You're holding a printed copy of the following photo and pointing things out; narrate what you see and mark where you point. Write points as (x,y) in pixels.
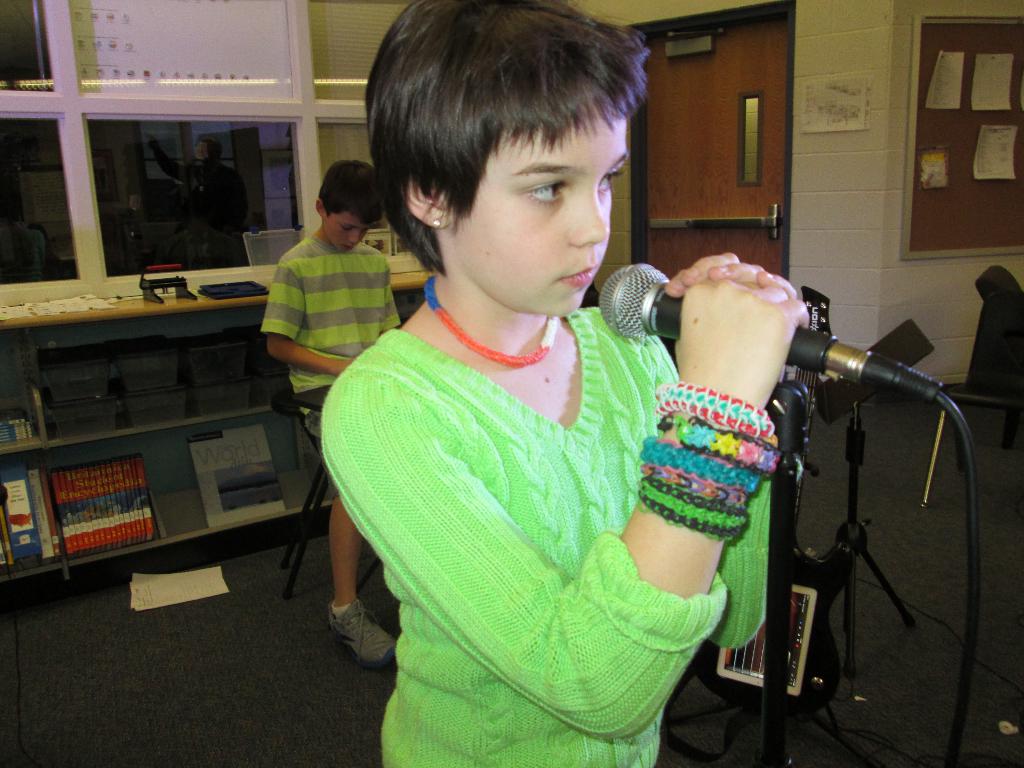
In this picture we can see a person (494,457) in green dress (549,445) holding a mic (630,328) and behind there is a boy (334,291) sitting on the stool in front of the table (101,326) on which there are some papers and shelf (90,333) in which some things (210,371) are placed and behind there is a notice board (917,83) and a door (690,134).
